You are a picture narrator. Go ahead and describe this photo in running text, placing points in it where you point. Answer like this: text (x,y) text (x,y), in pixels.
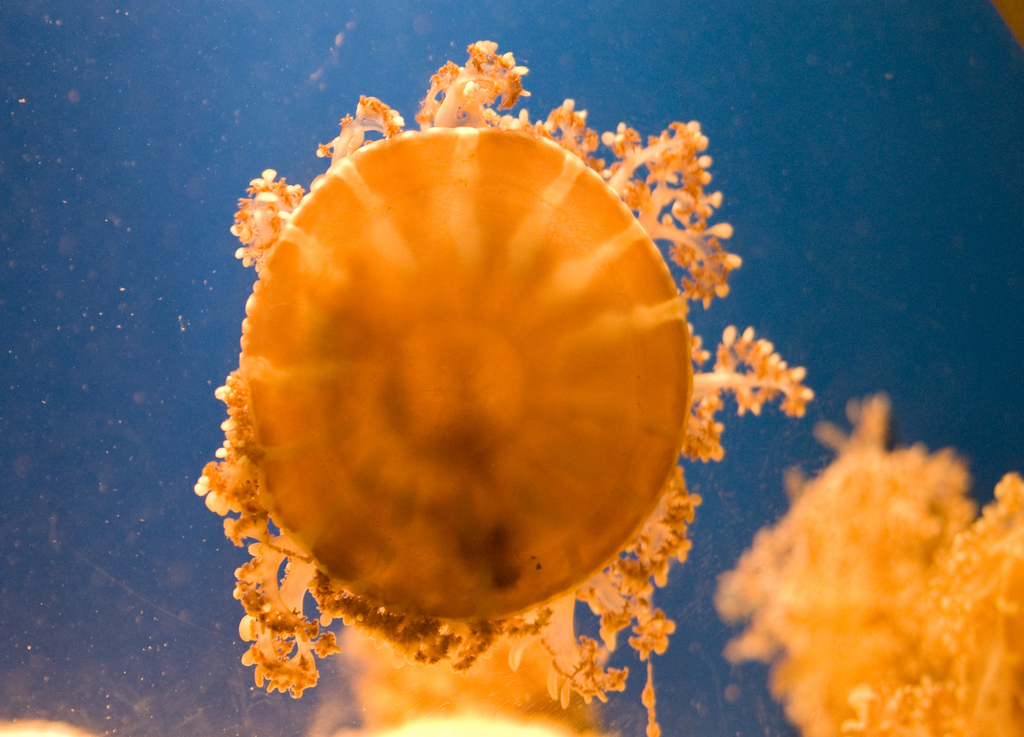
In the image we can see water (165,263). In the water (152,341) there are some underwater animals (236,226).
